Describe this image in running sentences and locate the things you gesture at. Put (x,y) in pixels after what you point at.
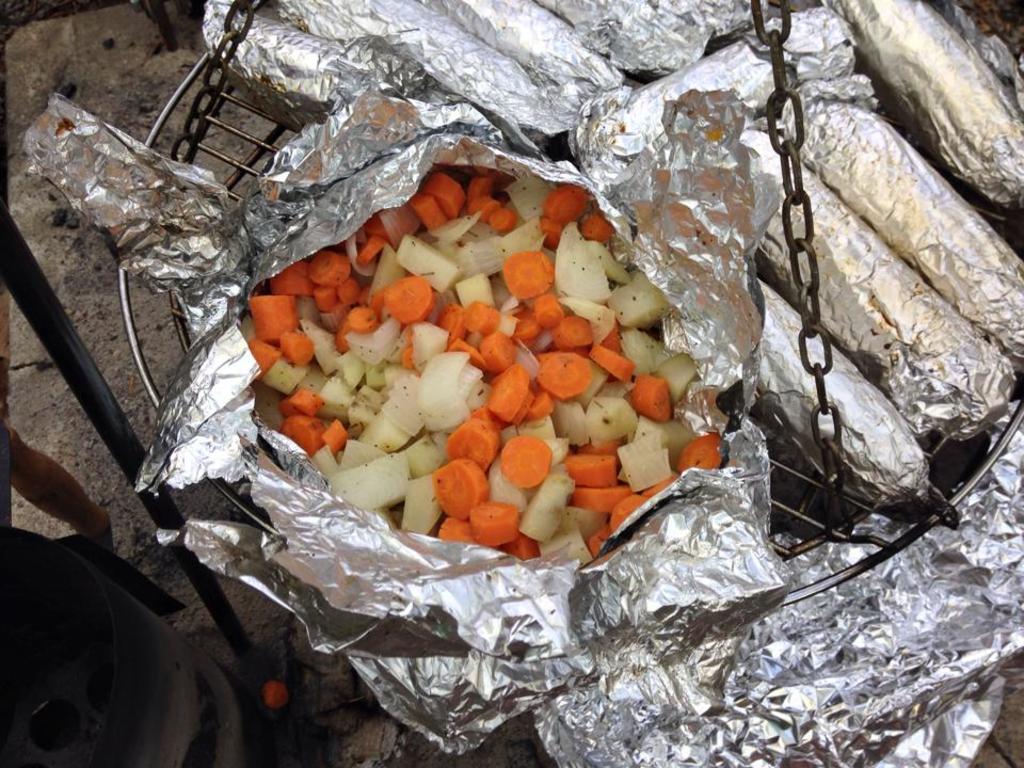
In this image there are vegetable slices (453,392) in the aluminium foil (249,426). Aluminum foils (249,426) are on the grill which is having metal chains (778,57). Left bottom there is an object (109,560) on the land (90,449).
